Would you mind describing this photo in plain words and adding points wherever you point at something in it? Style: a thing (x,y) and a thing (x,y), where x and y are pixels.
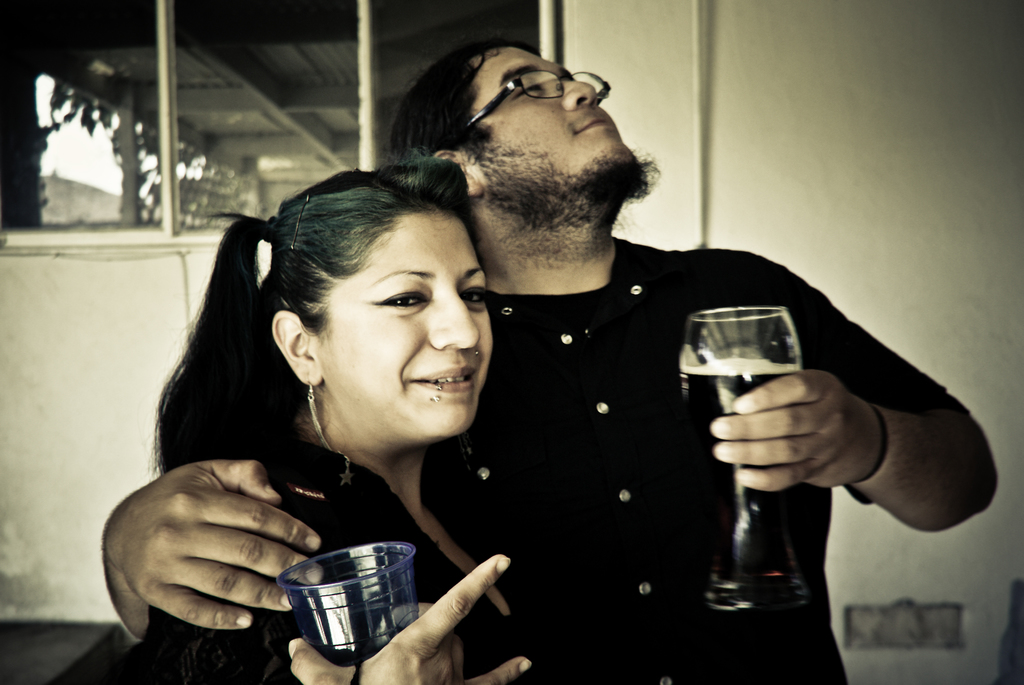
On the background (729,101) we can see a wall (699,116) and windows (318,56). We can see a man (566,289) and woman (449,548) holding glasses (388,610) in their hands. This man (553,115) wore spectacles (529,82).
